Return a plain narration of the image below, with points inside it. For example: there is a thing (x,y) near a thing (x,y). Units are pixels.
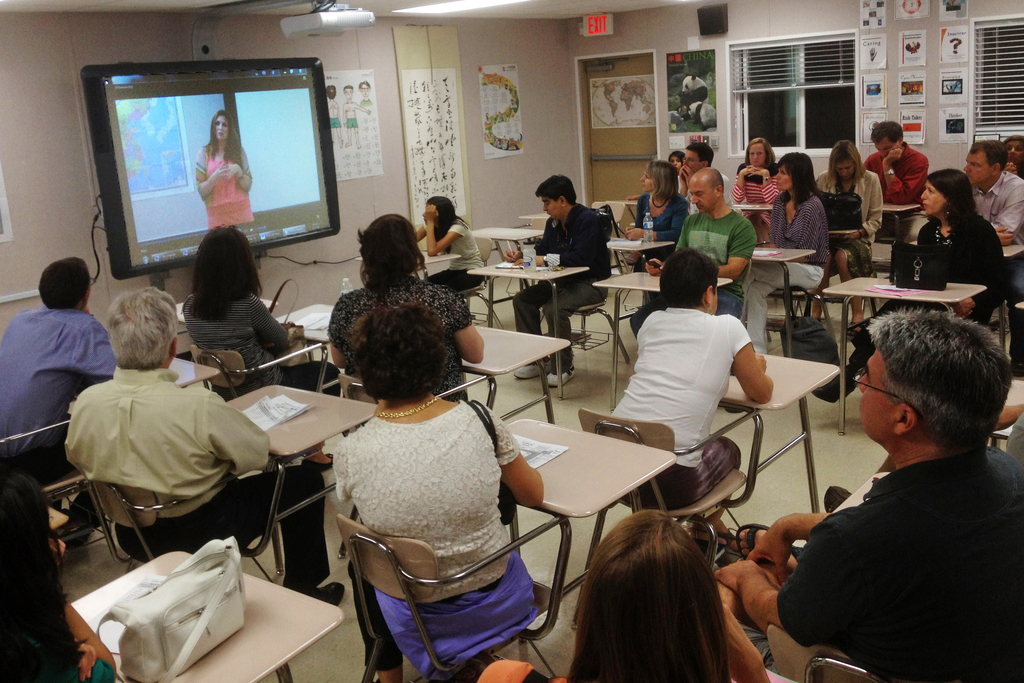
In this image, we can see people (163,436) sitting on the chairs (226,374) and there are papers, cups (532,265), bottles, bags (797,319) on the chairs (365,540). In the background (444,117), there are posters (371,79) on the wall (390,85) and we can see a screen (198,101) and some boards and windows (849,85). At the bottom (797,482), there is a floor (823,475). At the top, there is a light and a roof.
